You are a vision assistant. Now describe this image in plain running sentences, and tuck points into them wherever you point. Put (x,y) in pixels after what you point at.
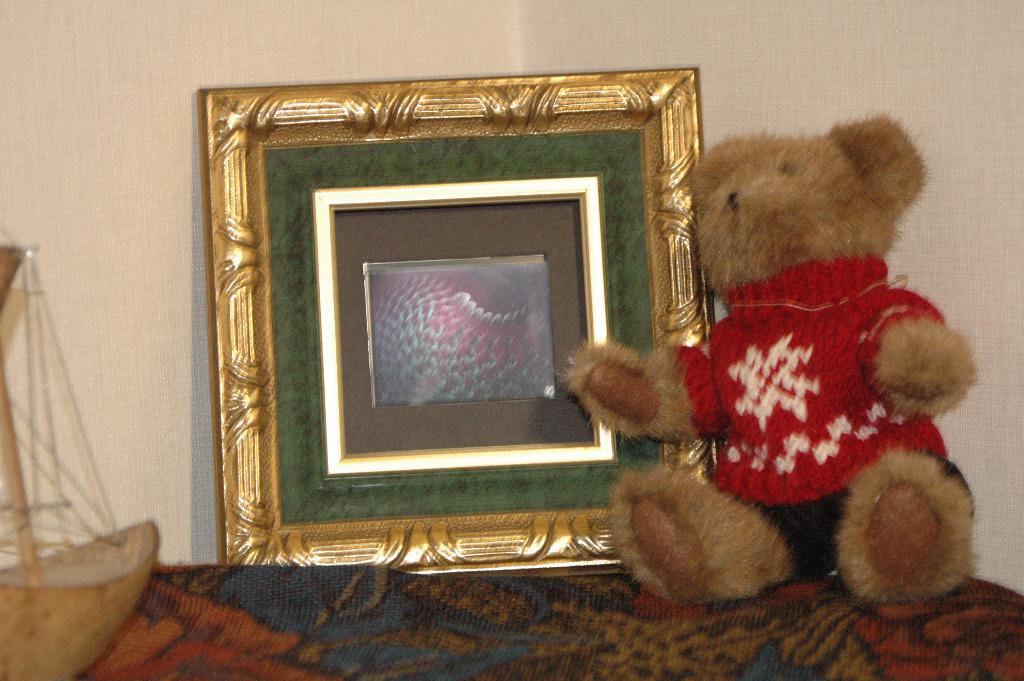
In this picture I can see there is a toy boat (64,587) at left (27,597), a photo frame (496,414), a teddy bear (860,156). In the backdrop (262,63) there is a wall (374,51).
